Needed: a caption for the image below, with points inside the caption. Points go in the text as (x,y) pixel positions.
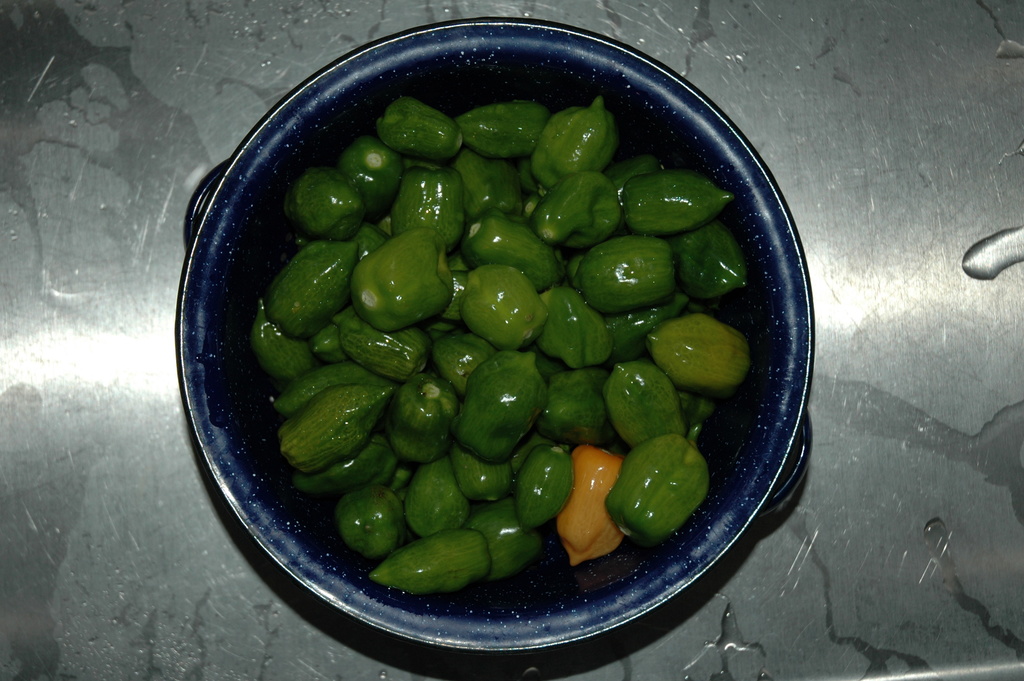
In this picture we can see there are some vegetables (598,142) in the bowl (272,269) and the bowl (305,524) is on the steel object (240,659).
